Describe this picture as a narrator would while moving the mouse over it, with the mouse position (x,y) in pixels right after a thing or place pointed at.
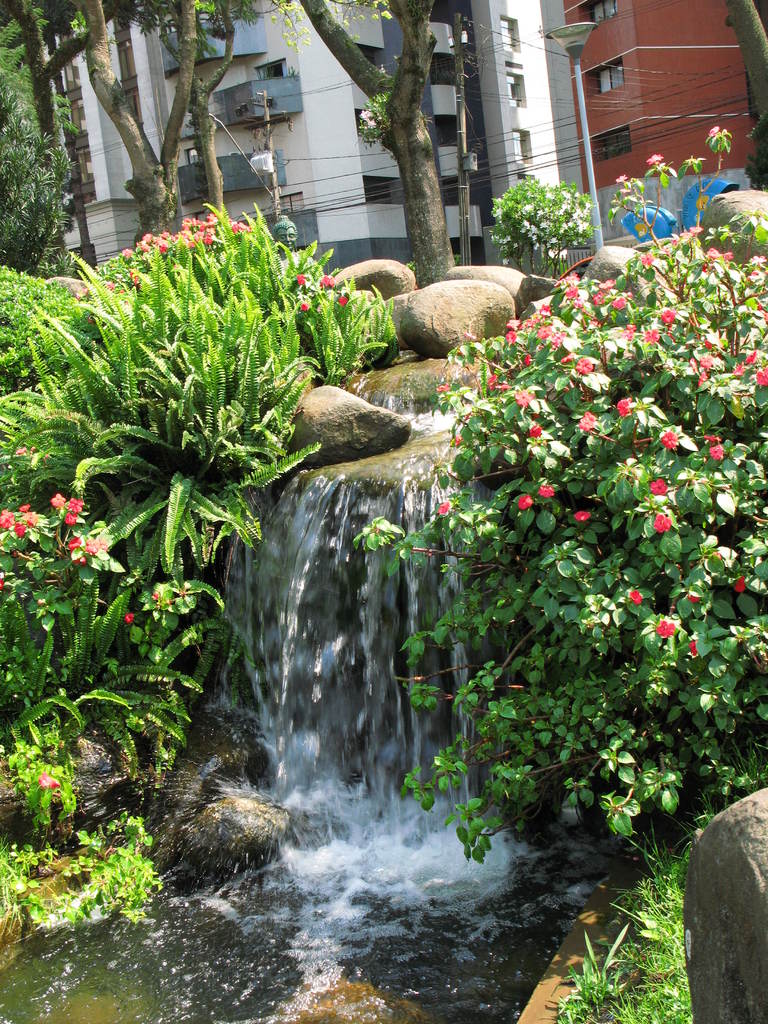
In this picture I can see water fall (335,863), rocks (300,424), flowers (585,361) to the plants (283,403) and also we can see some trees (409,81), buildings (104,225).
